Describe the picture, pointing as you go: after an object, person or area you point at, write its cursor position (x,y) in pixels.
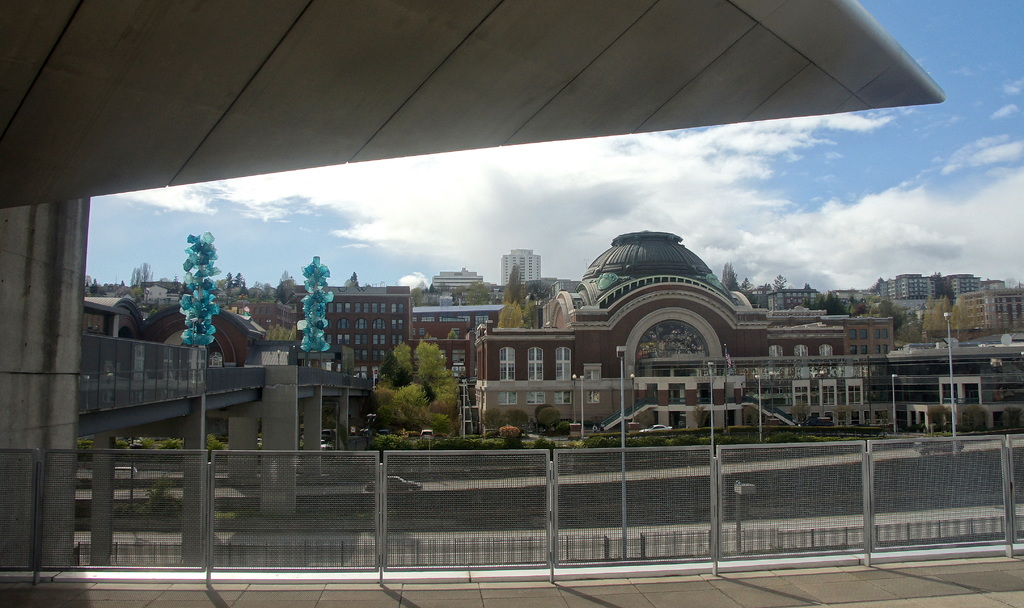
In this image, we can see gates (651,457), buildings (603,348), poles (622,350), trees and at the top (791,200), there are clouds (697,213) in the sky (817,235).
